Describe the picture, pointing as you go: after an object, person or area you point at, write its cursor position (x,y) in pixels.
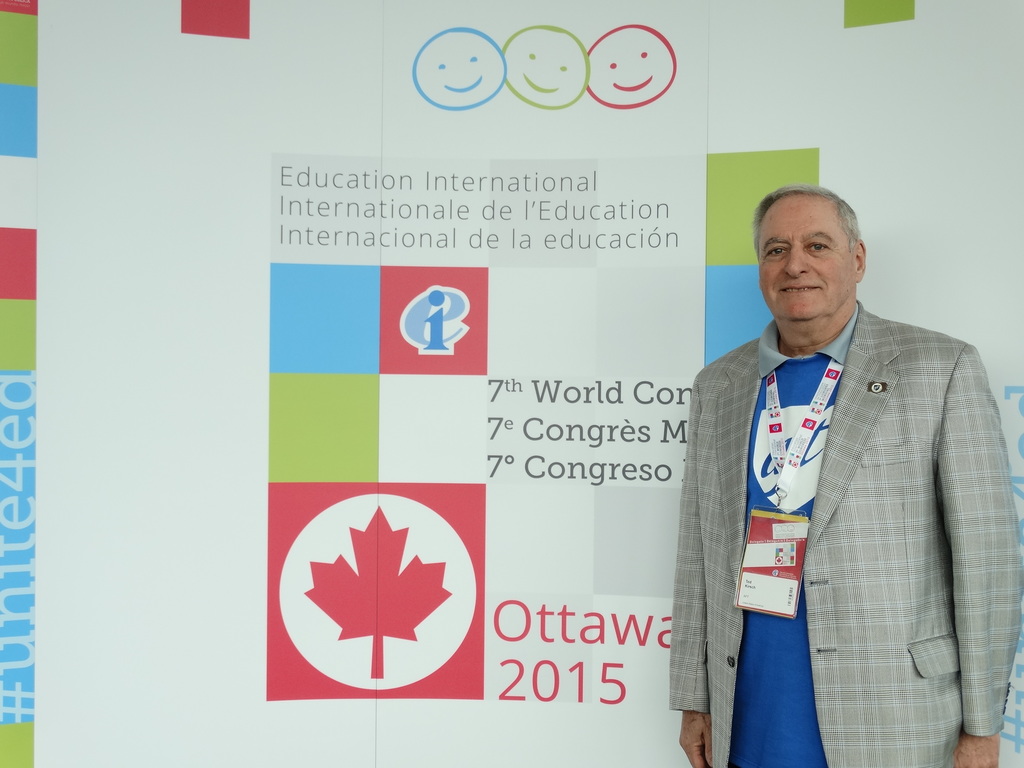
In this image there is a person (721,386) standing with a smile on his face (802,308), behind him there is a banner (399,277).
